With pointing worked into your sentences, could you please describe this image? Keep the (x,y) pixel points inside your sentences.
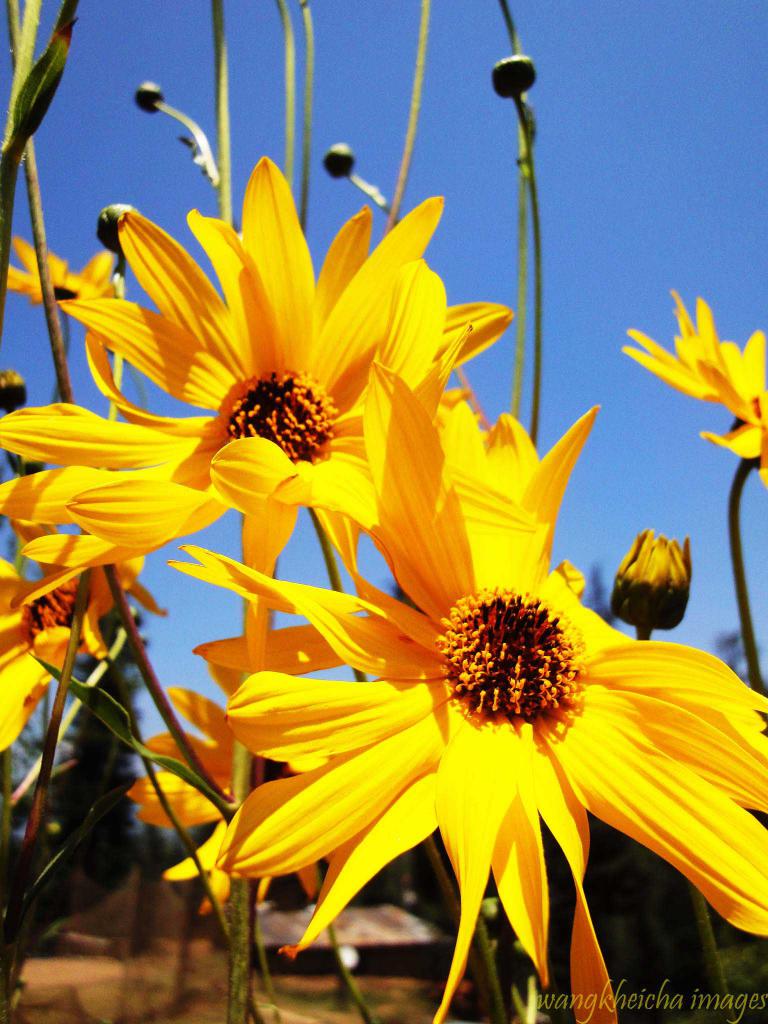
In this picture I can see flowers (553,742) and buds (620,603), and in the background (384,214) there is the sky (350,214) and there is a watermark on the image.
